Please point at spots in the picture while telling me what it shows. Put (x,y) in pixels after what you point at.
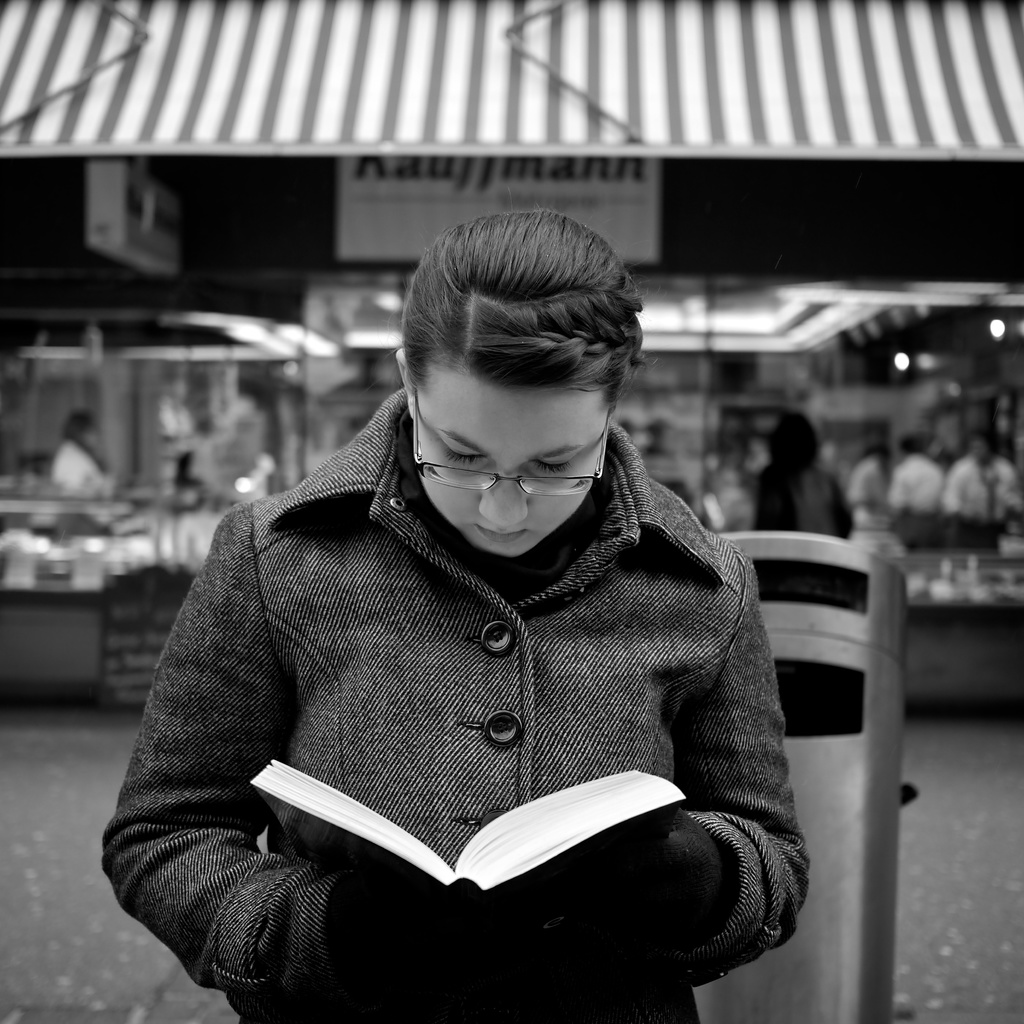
In this black and white image there is a lady (480,720) standing and holding a book (378,856) in her hand (355,867), behind her there is an object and a stall (831,394), few people (819,472) are standing in front of the stall (715,483).
